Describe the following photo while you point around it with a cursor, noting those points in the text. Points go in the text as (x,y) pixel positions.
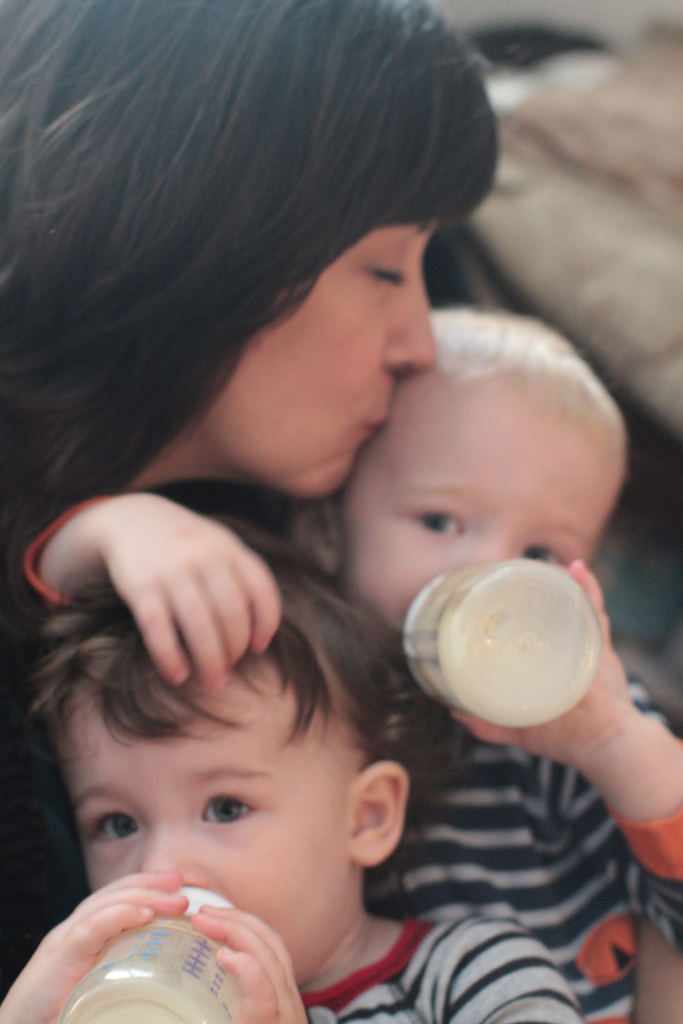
In this picture there is a woman (207,358), kissing her child (545,472) who is drinking a milk (499,670) in the feeding bottle (504,609). There is another kid (282,805) in front of him who is also drinking.
